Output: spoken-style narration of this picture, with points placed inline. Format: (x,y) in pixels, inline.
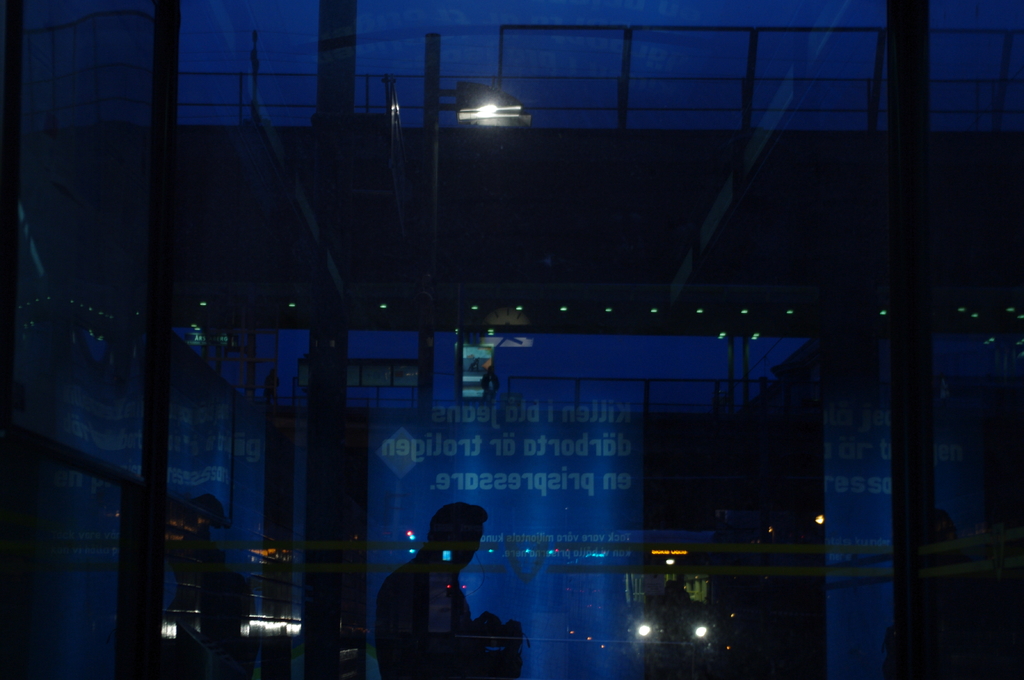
In this image in the front (481,501) there is a glass (389,568) and behind the glass (372,540) there is a person (432,569) standing and there is a banner (507,473) with some text (500,467) written on it and there are lights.
